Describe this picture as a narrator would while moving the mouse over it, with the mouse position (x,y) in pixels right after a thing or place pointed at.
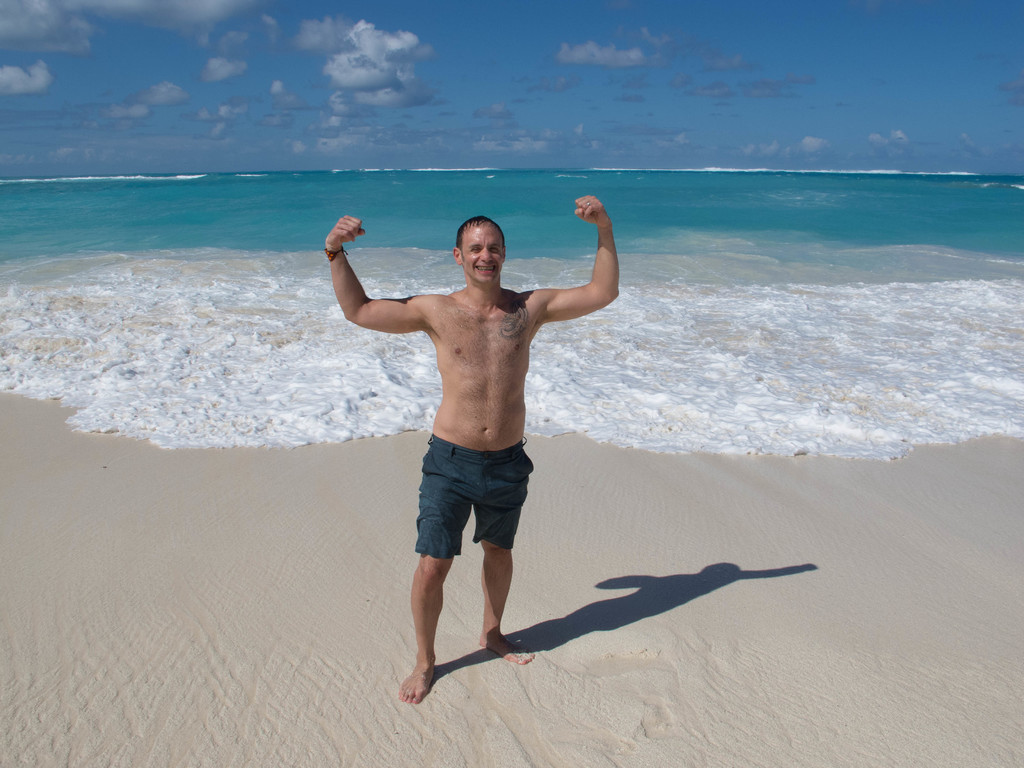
In the center of the image (511,489) we can see a man (508,516) standing and smiling. In the background (262,319) there is a sea (237,298). At the bottom (128,729) we can see a seashore (412,730). At the top (388,77) there is sky (563,85).
